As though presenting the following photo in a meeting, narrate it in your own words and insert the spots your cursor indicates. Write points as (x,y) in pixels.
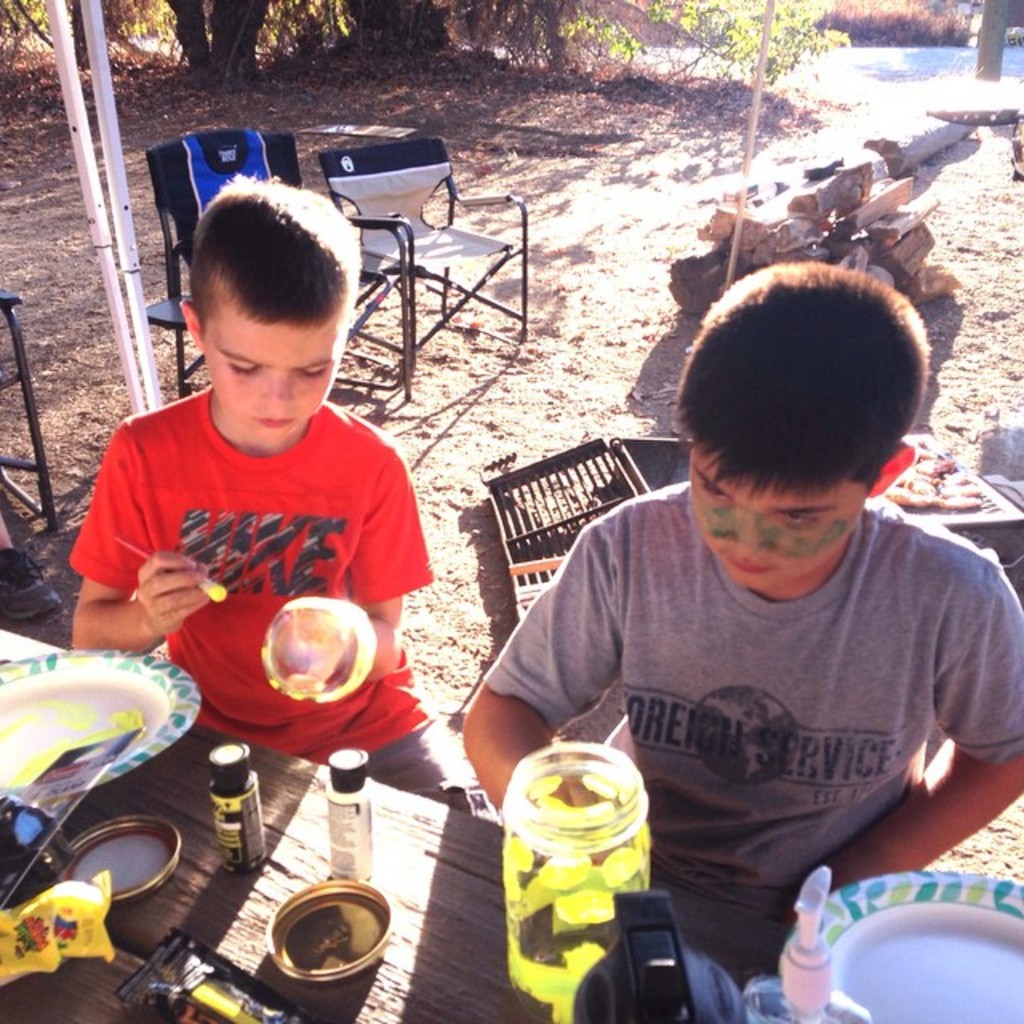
In the foreground (270,778) I can see a table (281,790) on which plates (91,680), bottles (354,863), some objects (328,895) are there and two persons (370,694) are sitting. In the background (454,177) I can see chairs (449,192), trees (598,6), tree trunks (829,196) and so on. This image is taken may be during a sunny day.
